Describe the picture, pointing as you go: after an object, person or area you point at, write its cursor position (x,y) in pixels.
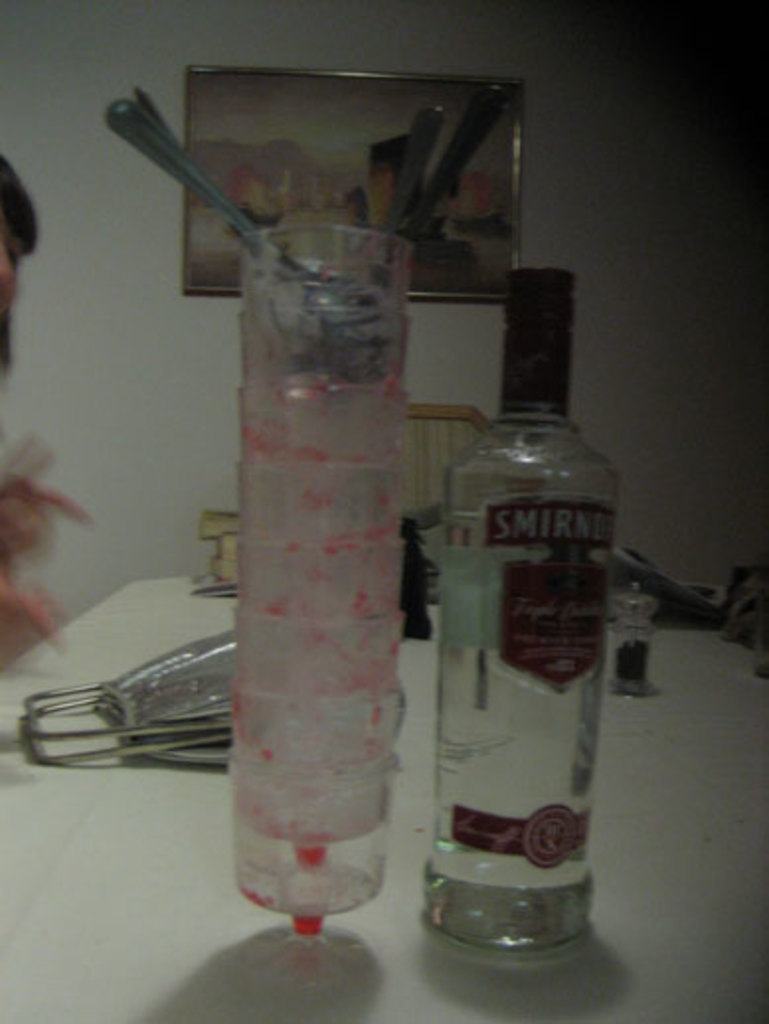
There is a table (5,1002) in this image. This table (213,605) consists of a glasses (331,875), bottle (488,705) and there is a photo frame (458,287) on the backside (432,285). There are spoons (125,132) in the glasses (295,357).
